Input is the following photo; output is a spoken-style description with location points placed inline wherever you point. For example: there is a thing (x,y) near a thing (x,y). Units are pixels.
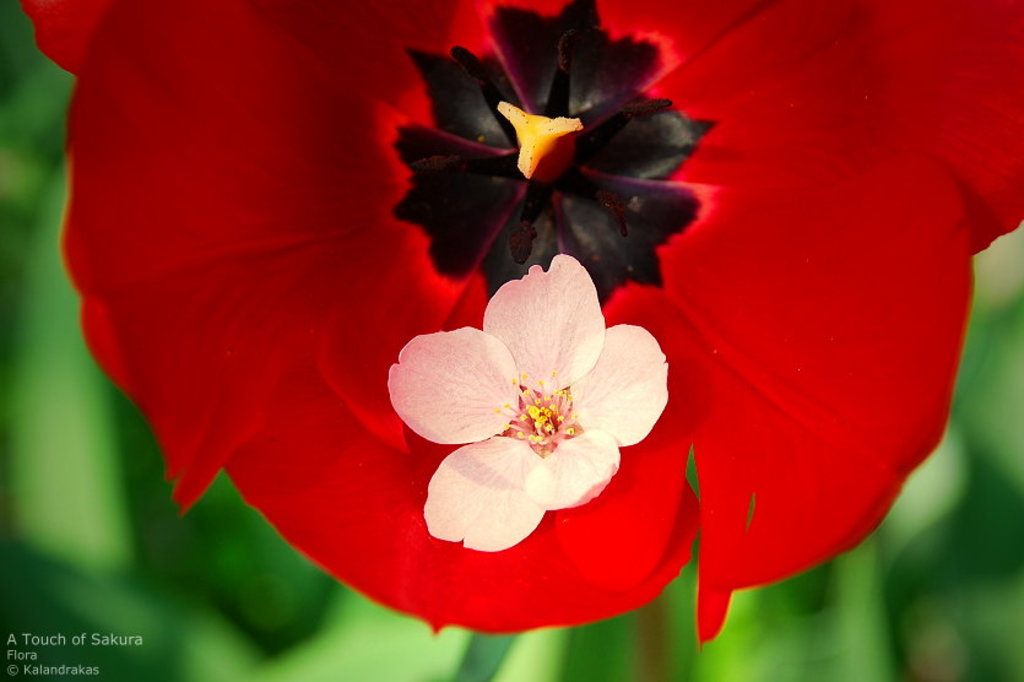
In this image there is a red color flower (615,178). On it there is another flower (585,401). Background (68,481) is blurry. Left bottom there is some text (99,641).
